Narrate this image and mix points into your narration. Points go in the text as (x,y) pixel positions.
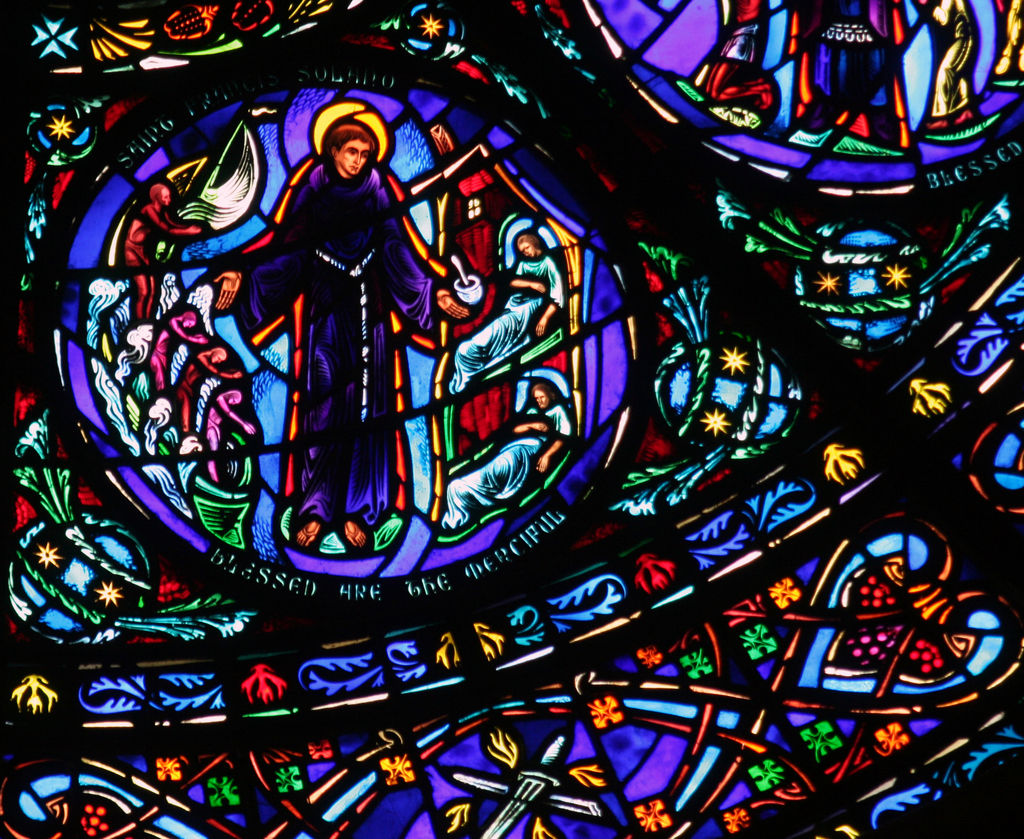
In this image it seems like an art where we can see there is a person (335,339) in the middle (351,391). Below the person (356,356) there is some text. At the bottom (581,724) there is some design (473,722) which is filled with different colors.
